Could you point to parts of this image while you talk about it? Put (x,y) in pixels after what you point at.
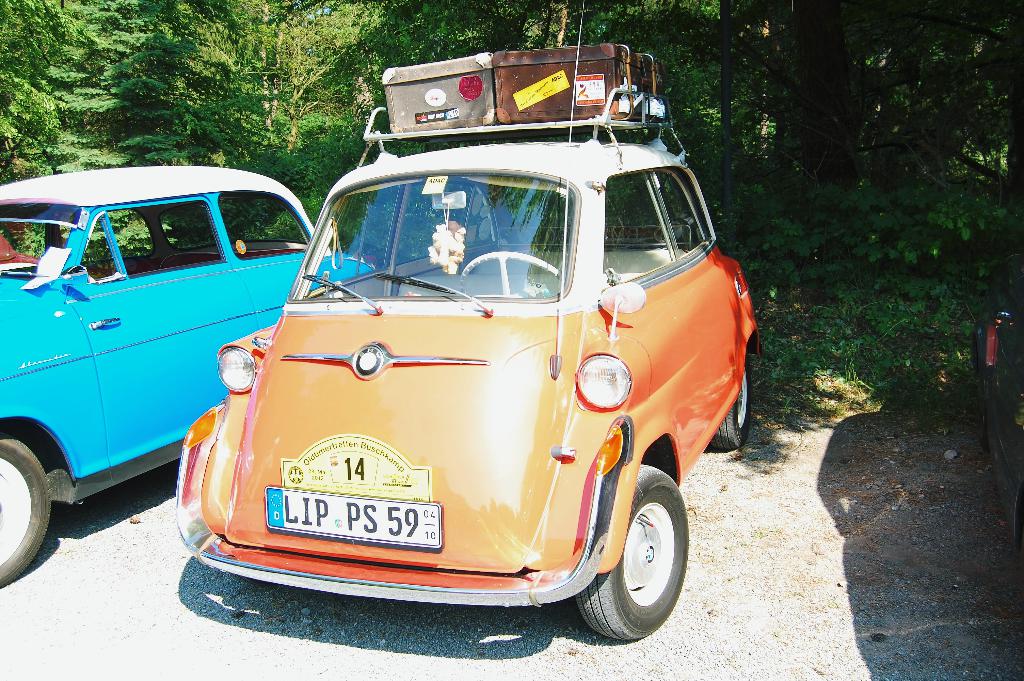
In this picture we can see cars (602,319) on the ground (746,658) and we can see trunk boxes (623,54) on top of a car (584,308). In the background of the image (784,142) we can see trees (835,226).
